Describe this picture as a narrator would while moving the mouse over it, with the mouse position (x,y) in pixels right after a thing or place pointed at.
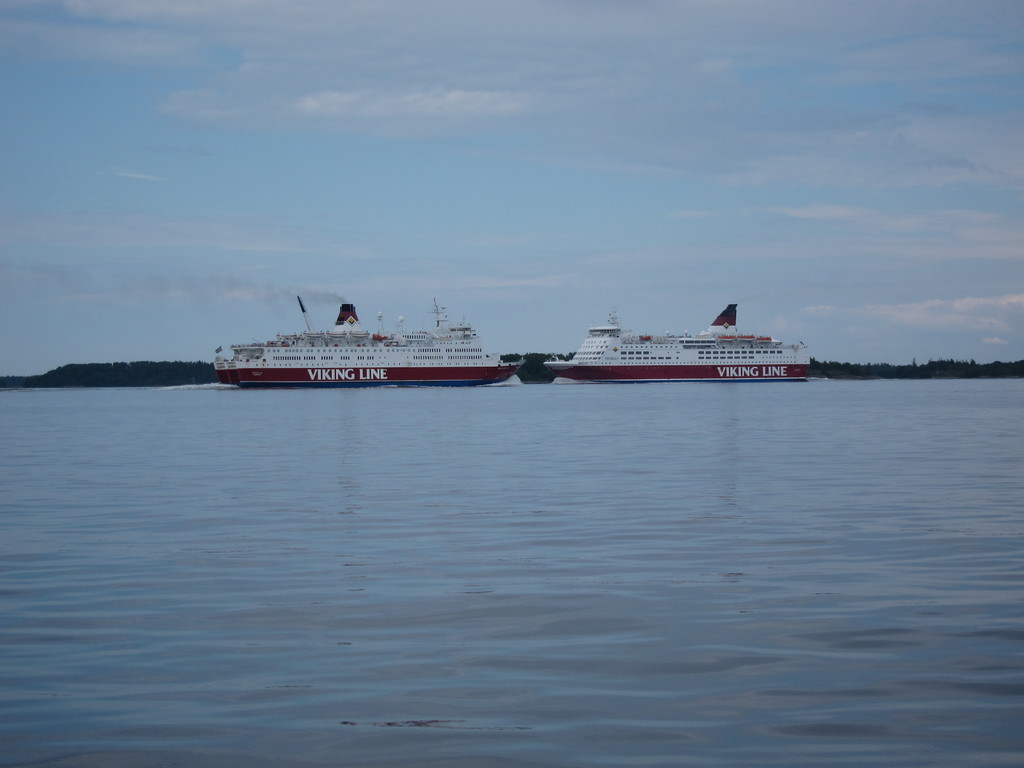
In this image we can see there are ships (614,357) on the water (489,485). And there are trees (933,377) and the sky (598,161).
